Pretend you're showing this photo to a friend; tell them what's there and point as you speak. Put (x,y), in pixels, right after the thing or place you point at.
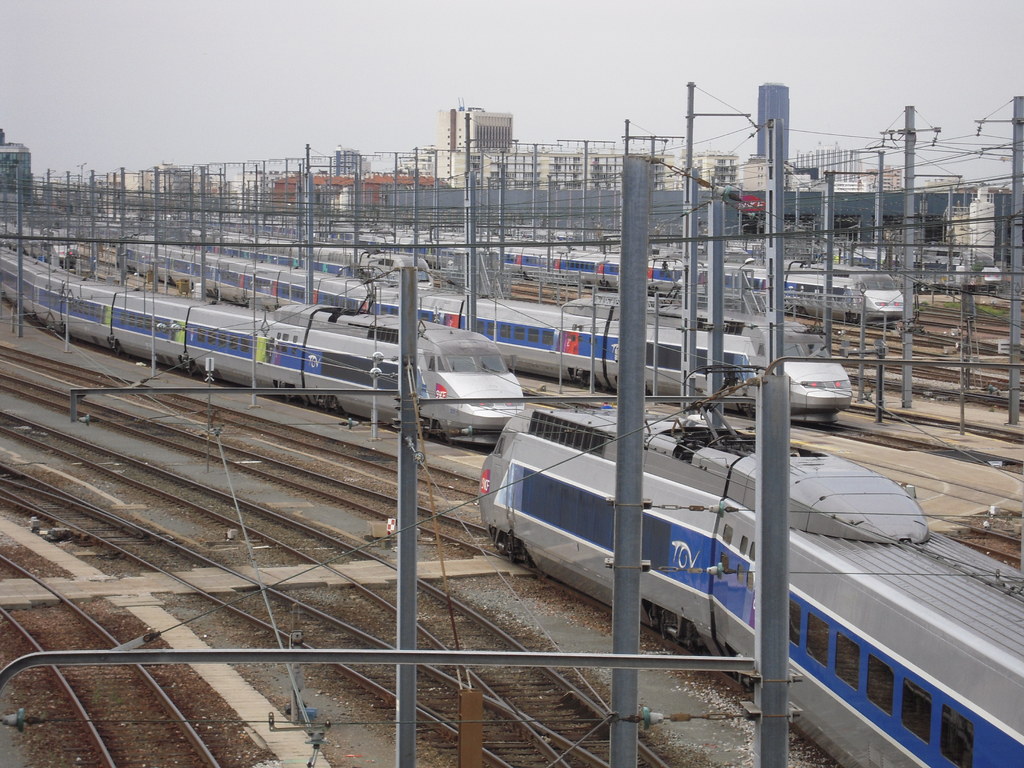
In this image I can see trains (487,408) on railway tracks (354,543). Here I can see poles (686,330) which has wires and buildings (611,194). In the background (415,56) I can see the sky (264,62).
